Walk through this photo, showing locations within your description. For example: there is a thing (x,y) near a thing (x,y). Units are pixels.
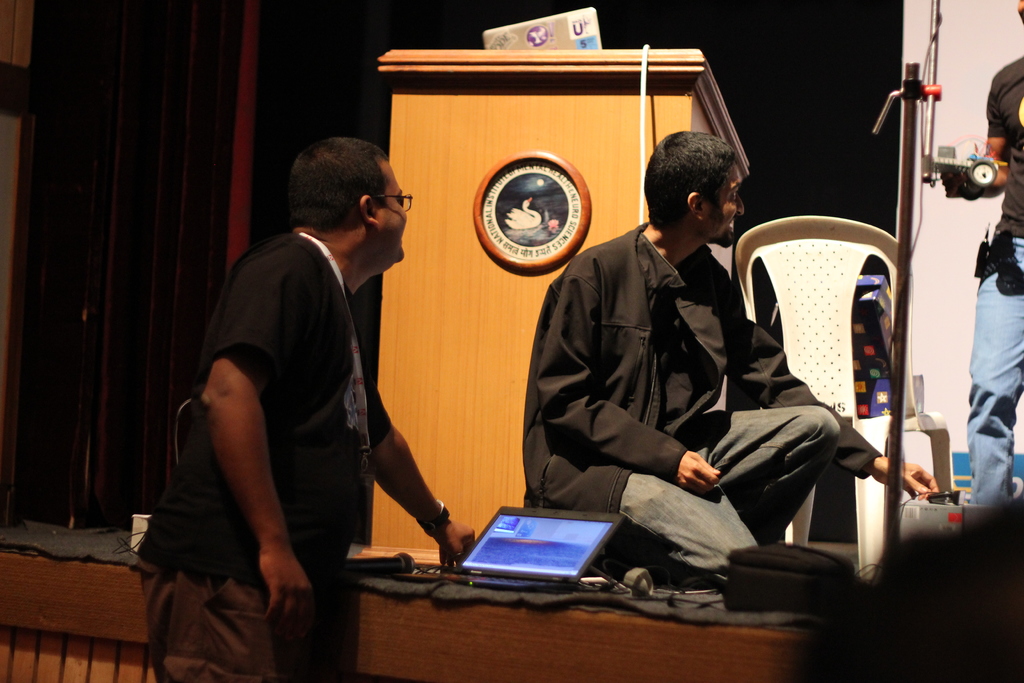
a person (304,517) is standing. in front of him there is a laptop (494,558) and a microphone (398,562). behind him a person (680,452) is sitting. behind him there is a microphone table (517,201) and a chair (780,266). behind him there is another person (1008,324) standing.
